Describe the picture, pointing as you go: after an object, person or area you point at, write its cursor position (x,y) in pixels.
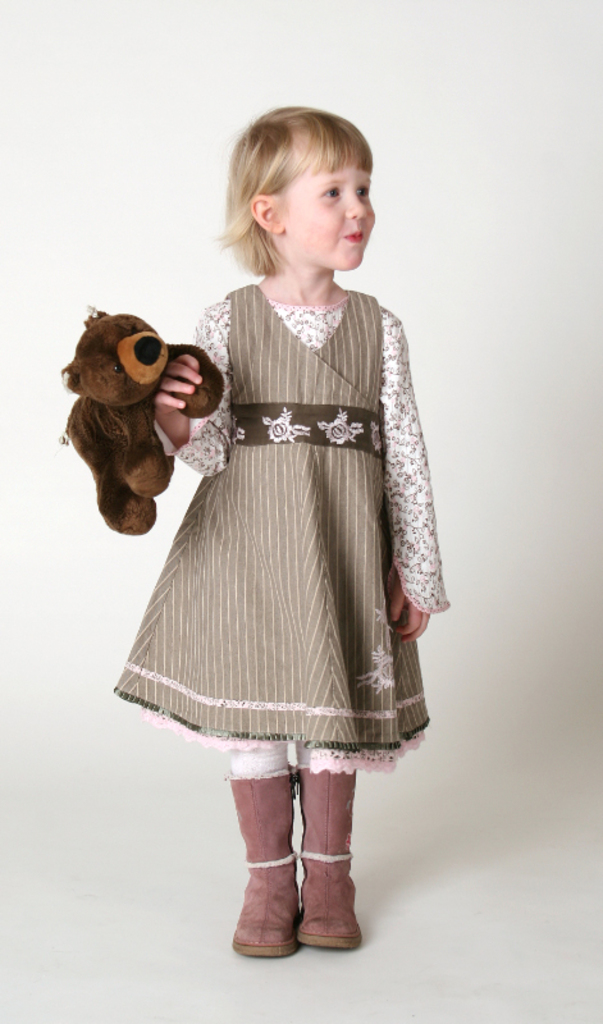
In this picture we can see a girl (179,421) wore shoes (345,778) and holding a teddy bear (92,340) with her hand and smiling and standing on a surface (459,892).
